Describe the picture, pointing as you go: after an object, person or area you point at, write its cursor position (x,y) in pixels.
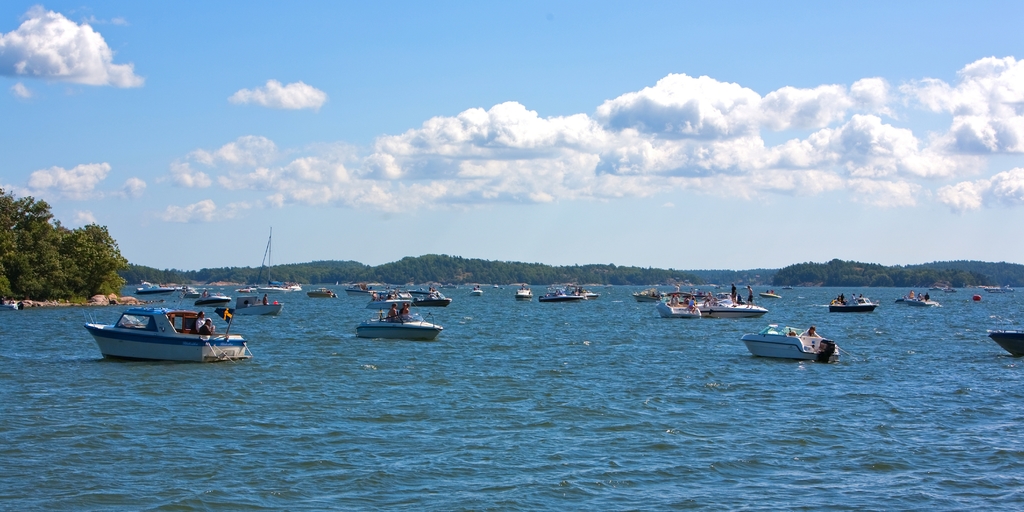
In this image I see the water (309,349) on which there are number of boats (297,286) and I see people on those boats (732,302) and in the background (52,287) I see number of trees (52,287) and I see the mountains (378,269) and I see the cloudy sky (342,125).
